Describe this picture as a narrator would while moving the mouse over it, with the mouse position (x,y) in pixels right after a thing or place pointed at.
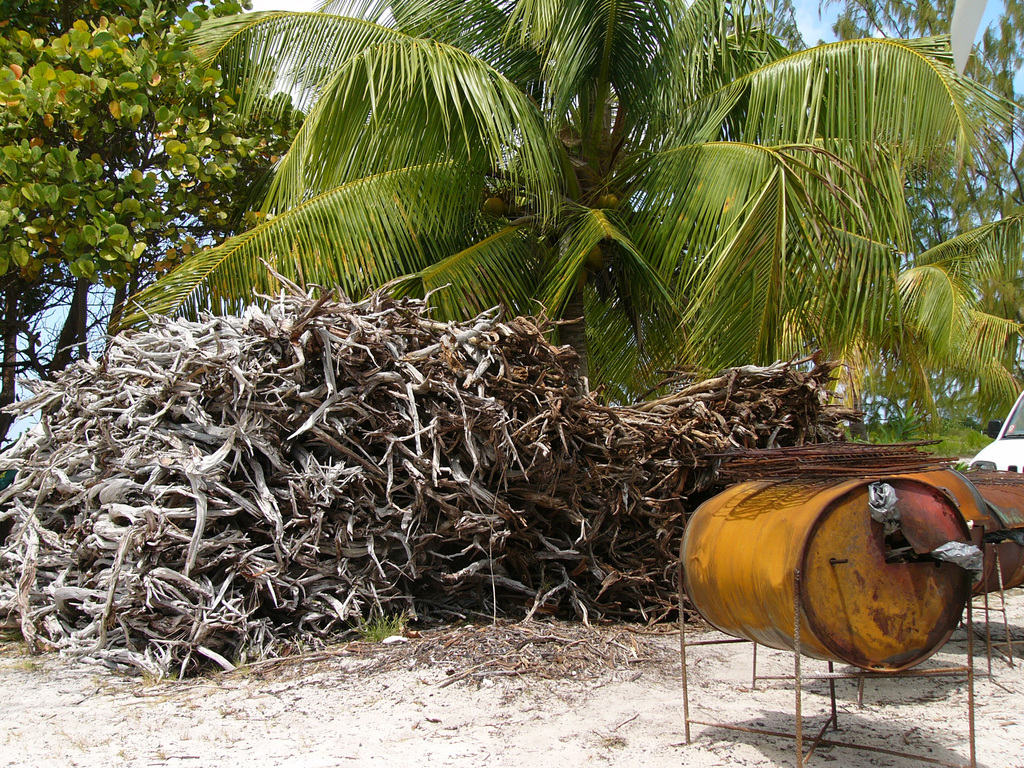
In this picture there are some dry plants (442,402) in the front side (289,586). Behind there is a green coconut trees (530,236). On the right side (805,523) we can see the yellow color drum (728,522).
